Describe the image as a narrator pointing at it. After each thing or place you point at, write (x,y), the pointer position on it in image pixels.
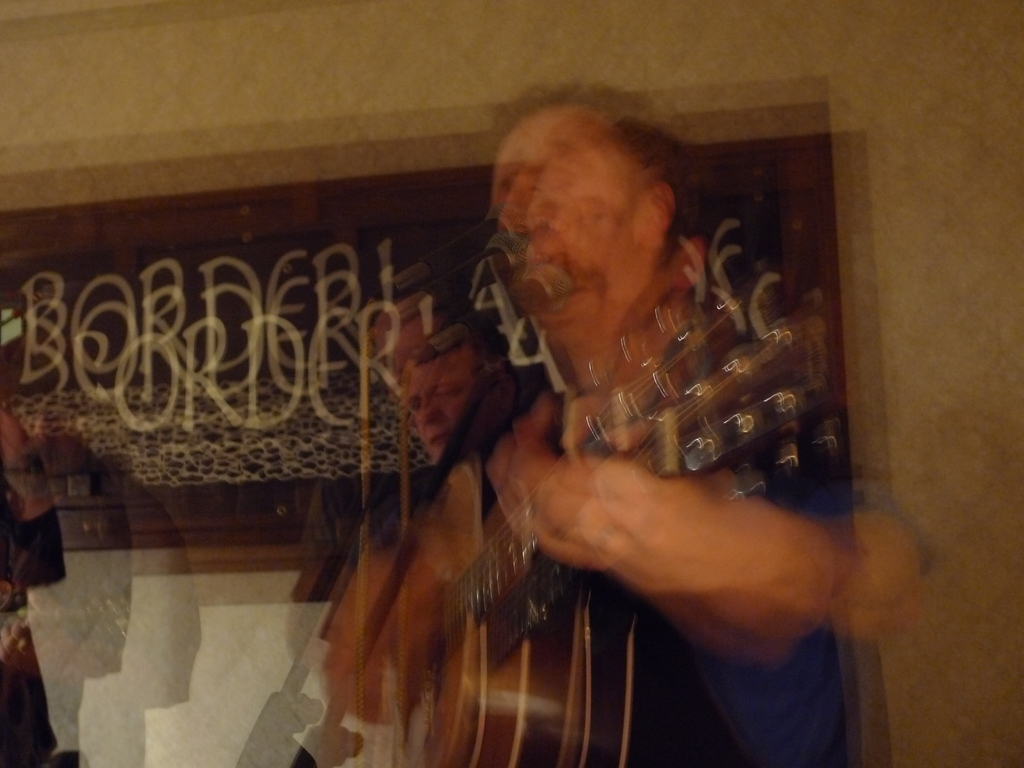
In this picture it looks like a man (657,543) is playing the guitar (502,558), behind him there is another person (386,526). In the background (181,427) there is the text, on the left side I can see a person (15,541), this is a blurry image.
